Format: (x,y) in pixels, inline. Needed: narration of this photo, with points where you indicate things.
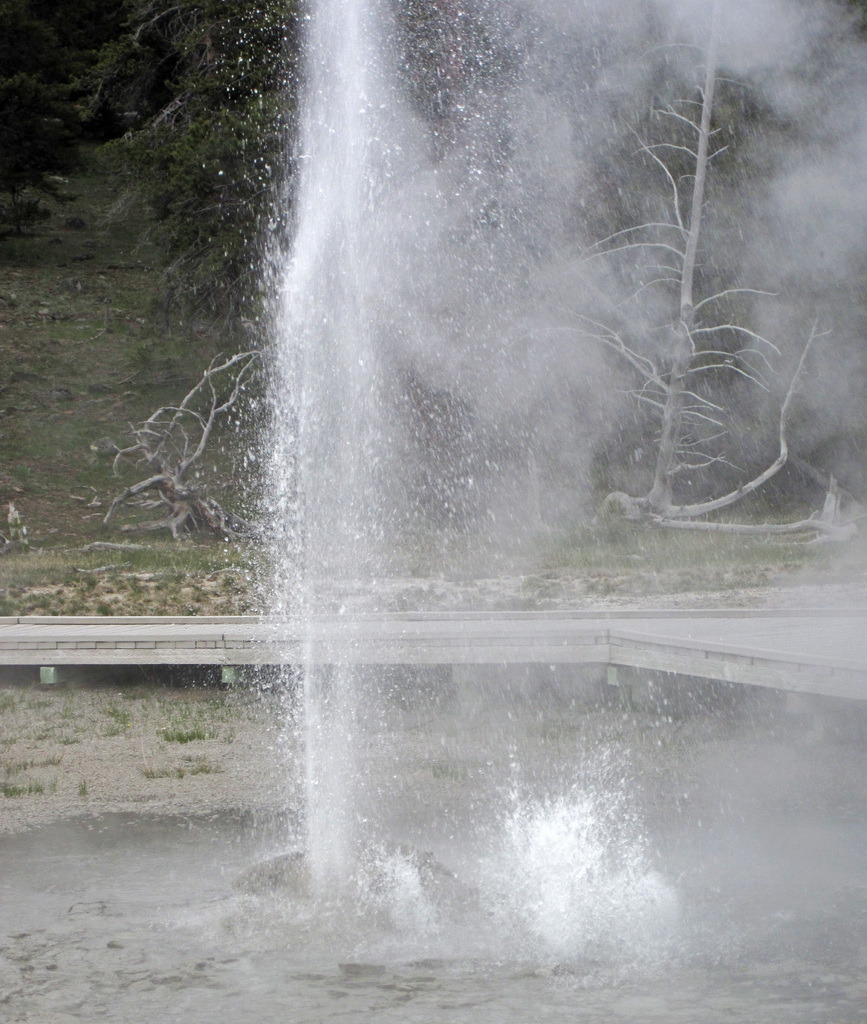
In this image I can see the water fountain (395,405) in front (448,928) and in the background (25,467) I can see the ground (83,255) on which there are trees (190,241).
